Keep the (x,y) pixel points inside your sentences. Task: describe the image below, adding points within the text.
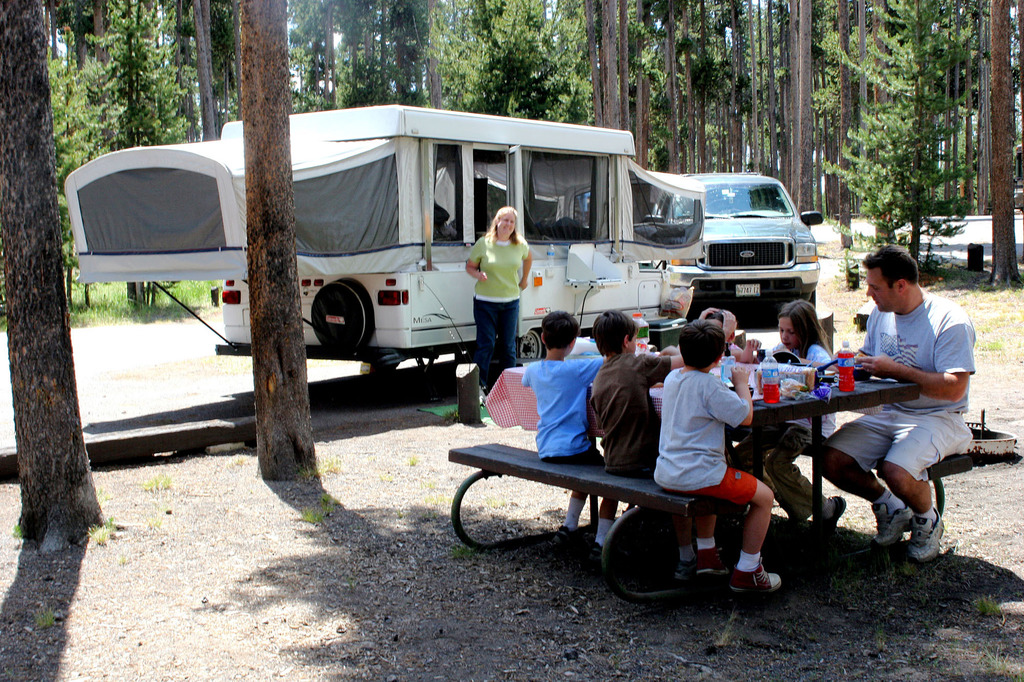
this picture shows few vehicles (463,147) parked on the road (417,391) and people (687,345) Seated on the bench (609,574) and we see few trees (777,85) around and a woman (484,259) standing.
